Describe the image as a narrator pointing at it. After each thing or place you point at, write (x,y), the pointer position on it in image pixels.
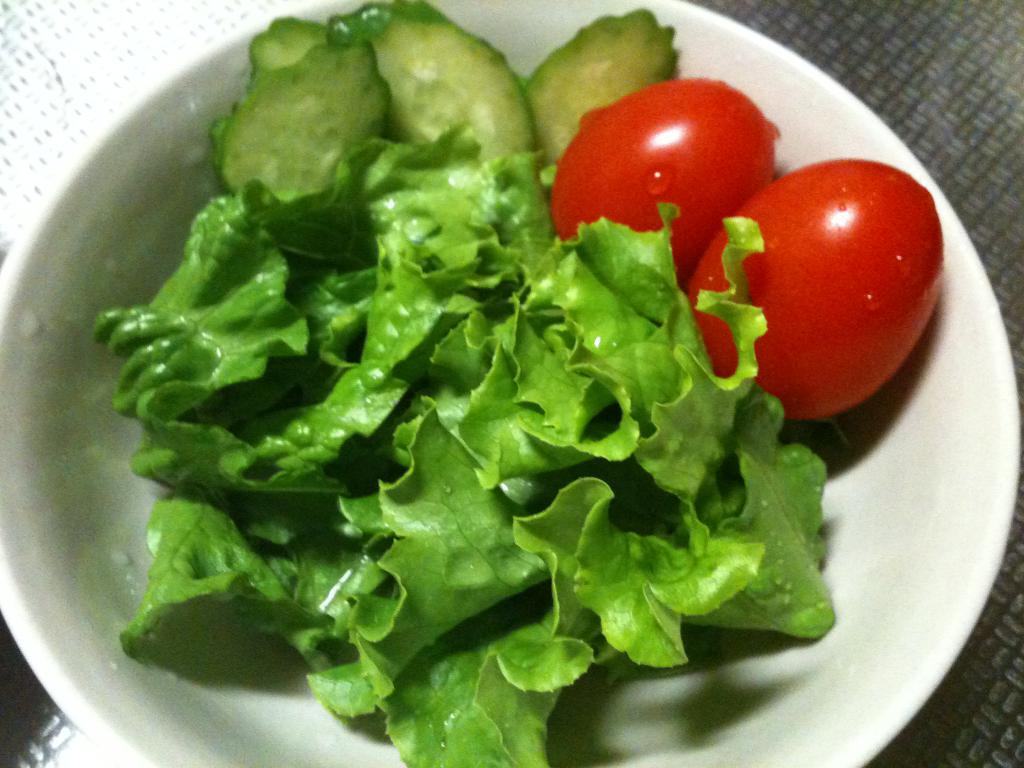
In the foreground of this image (584,449), there are leafy vegetables (659,376), few cut vegetables (580,89) and two tomatoes (771,274) in a bowl (912,397). On the right (979,99), there is a grey color object (945,106) and on the left (51,79), there is a white color object (51,65).
